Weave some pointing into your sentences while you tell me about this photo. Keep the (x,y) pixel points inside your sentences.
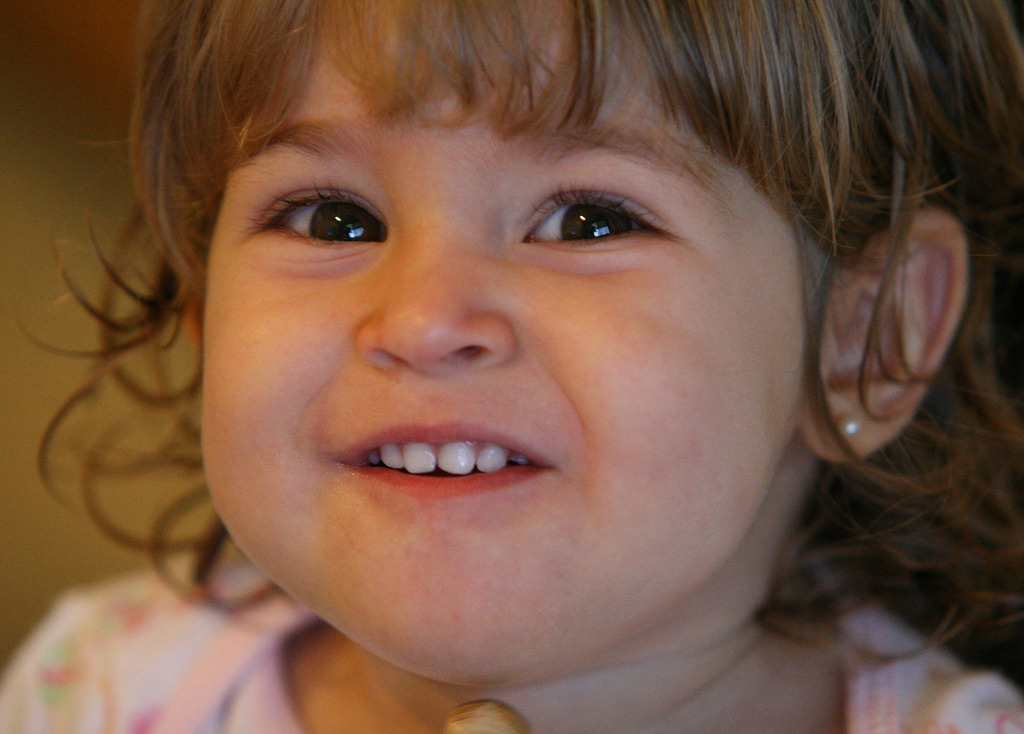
In the center of the image (638,426), we can see a kid (511,466).
